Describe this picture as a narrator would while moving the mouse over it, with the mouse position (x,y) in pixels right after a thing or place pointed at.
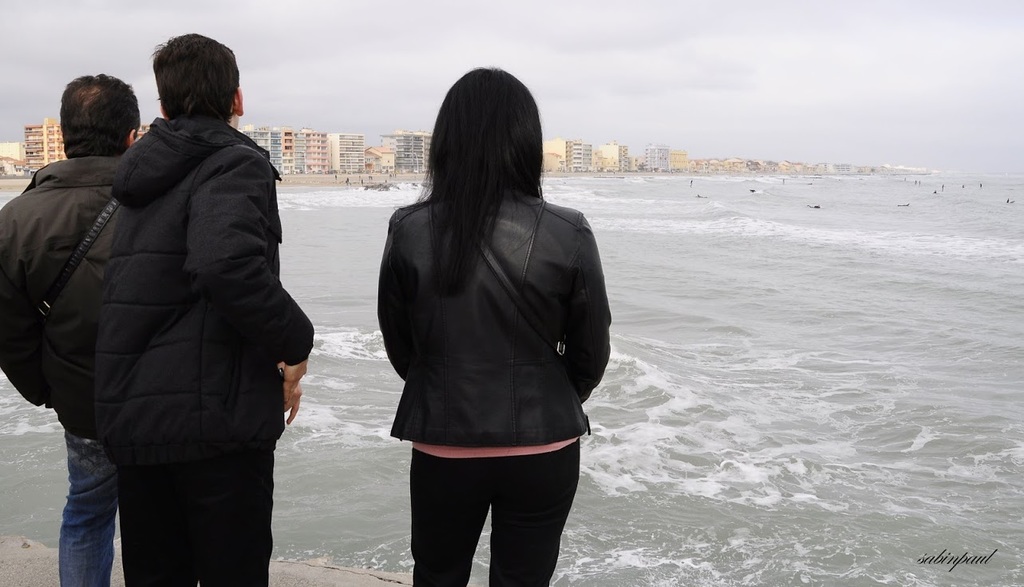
This picture is clicked outside the city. In the foreground (229,371) we can see the group of persons (116,223) wearing jackets (232,289) and standing on the shoreline (338,572). In the center (612,220) we can see a water body (402,185) and we can see there some objects (388,183) and group of persons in the water body (915,225). In the background (684,70) we can see the sky (422,64) and we can see the buildings (40,141) and many other objects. In the bottom right corner (988,560) there is a text (937,557) on the image.
